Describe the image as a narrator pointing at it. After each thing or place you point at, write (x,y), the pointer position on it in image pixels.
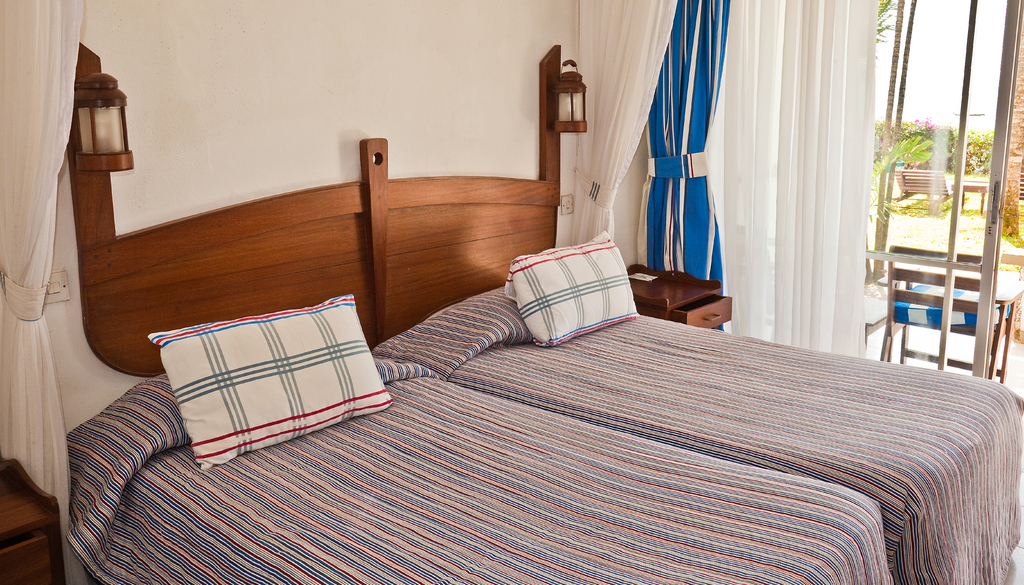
In this image, there is a bed (683,459) on which blanket (504,445) is there and two cushions (348,367) are there. Next to that there is a curtain (586,234) of white and blue in color and a window (944,324) visible. On the top left (193,40) there is a wall (403,18) of white in color. In the background (945,139) right, there are plants (912,142), bench (929,178) and table (972,185) visible and a sky (935,85) visible of white in color. This image is taken from the house (597,371).
